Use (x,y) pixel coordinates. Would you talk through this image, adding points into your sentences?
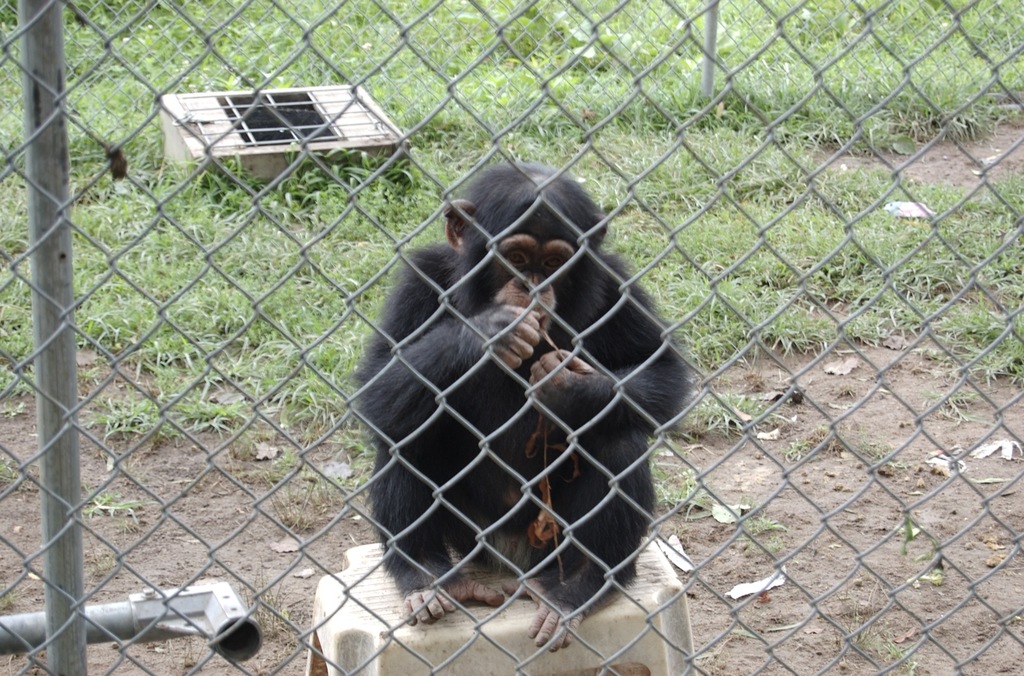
In this image I can see a stool (382,552) and on it I can see a monkey (374,364) is sitting. I can also see this monkey (609,451) is holding a thing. In the background (172,394) I can see an open grass ground (592,177) and on it I can see a box like thing (207,124). On the left side of the image (221,621) I can see two poles (188,607). I can also see the iron fences (739,80) in the front (581,428) and in the background of the image (265,13).
